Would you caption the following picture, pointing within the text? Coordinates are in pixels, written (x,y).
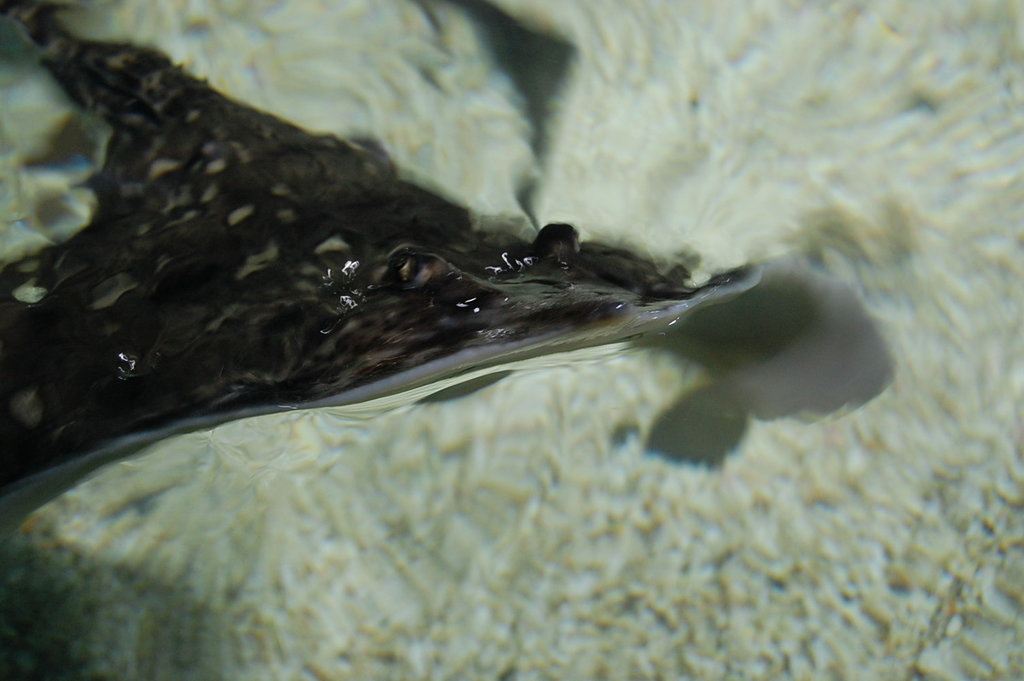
In this image there is an underwater creature (443,372).
